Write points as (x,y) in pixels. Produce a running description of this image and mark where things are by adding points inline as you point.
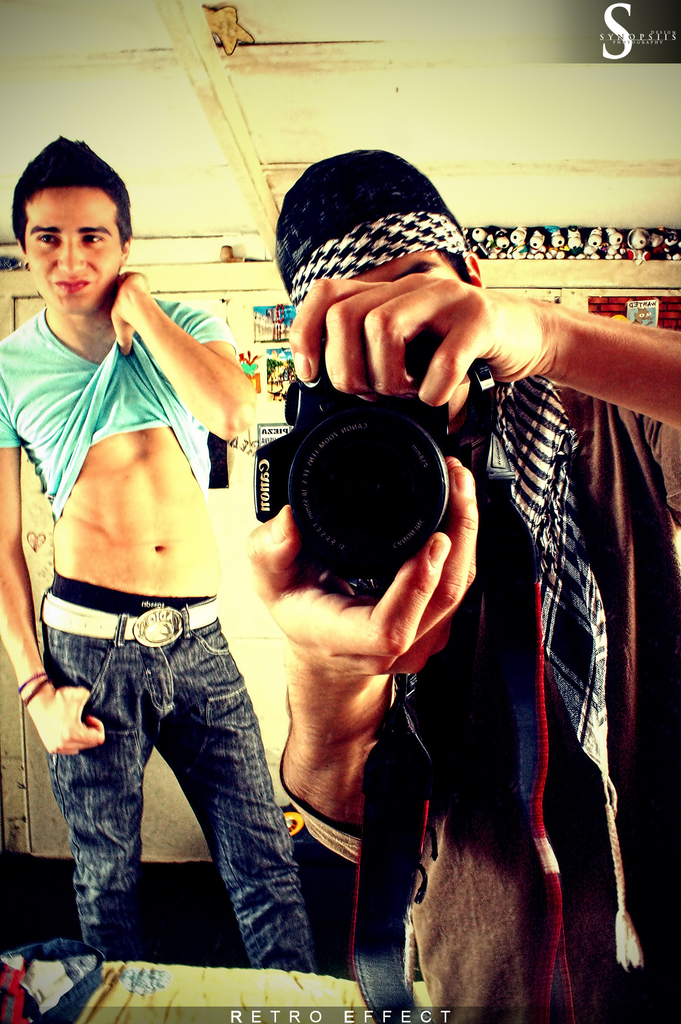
Front this man (471,420) wore scarf (575,709) and holding a camera (405,489). Back other man (126,330) is giving still and smiling. These are toys (507,238). A posters (273,331) on wall (251,307).
